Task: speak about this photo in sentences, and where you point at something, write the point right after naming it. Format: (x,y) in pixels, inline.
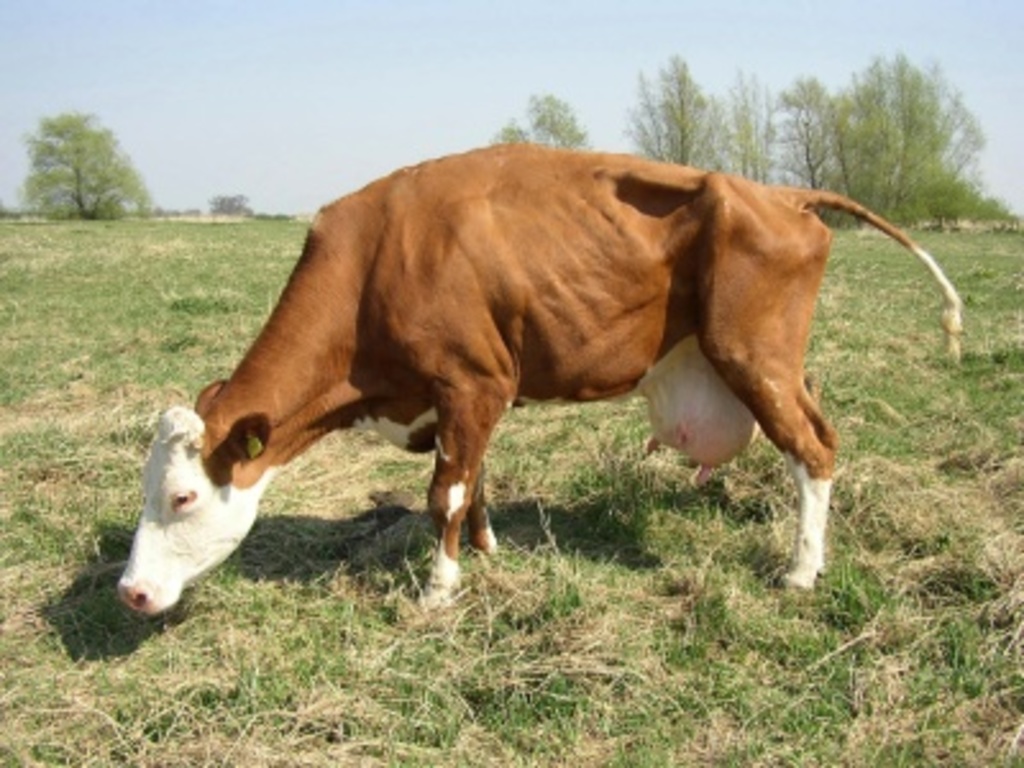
In this picture we can see a cow (717,460) on the grass (478,623). In the background of the image (979,215) we can see trees (50,198) and sky (201,96).
